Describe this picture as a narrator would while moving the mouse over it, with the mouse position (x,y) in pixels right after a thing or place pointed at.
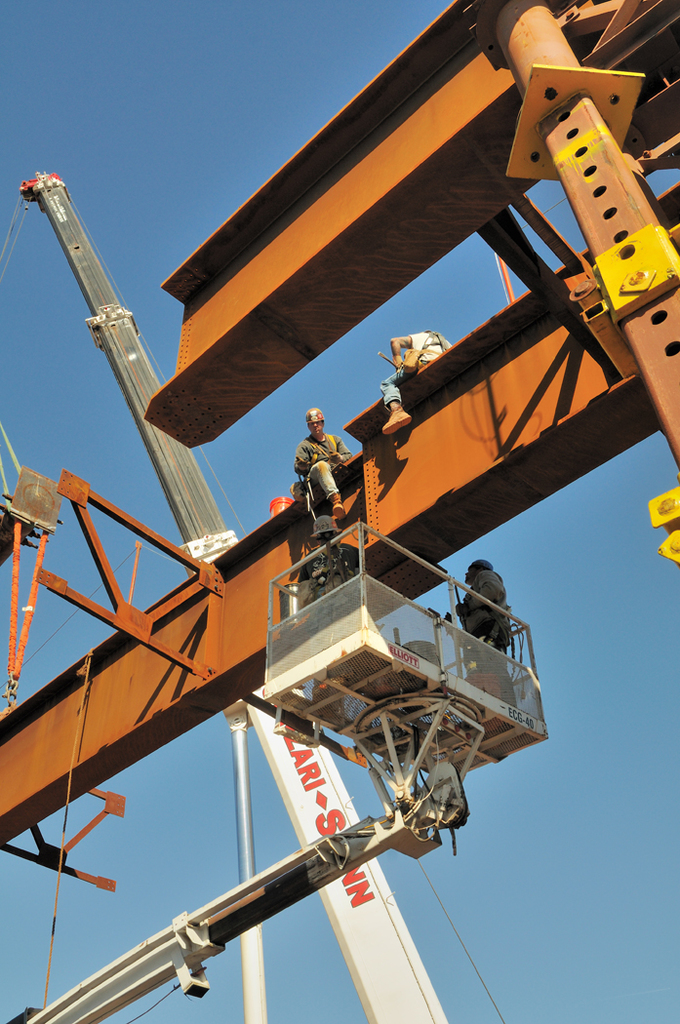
In this image we can see the people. We can also see the crane (344,930), boom lifts (316,866) and also the metal object (603,250). In the background (322,375) we can see the sky (499,845).
